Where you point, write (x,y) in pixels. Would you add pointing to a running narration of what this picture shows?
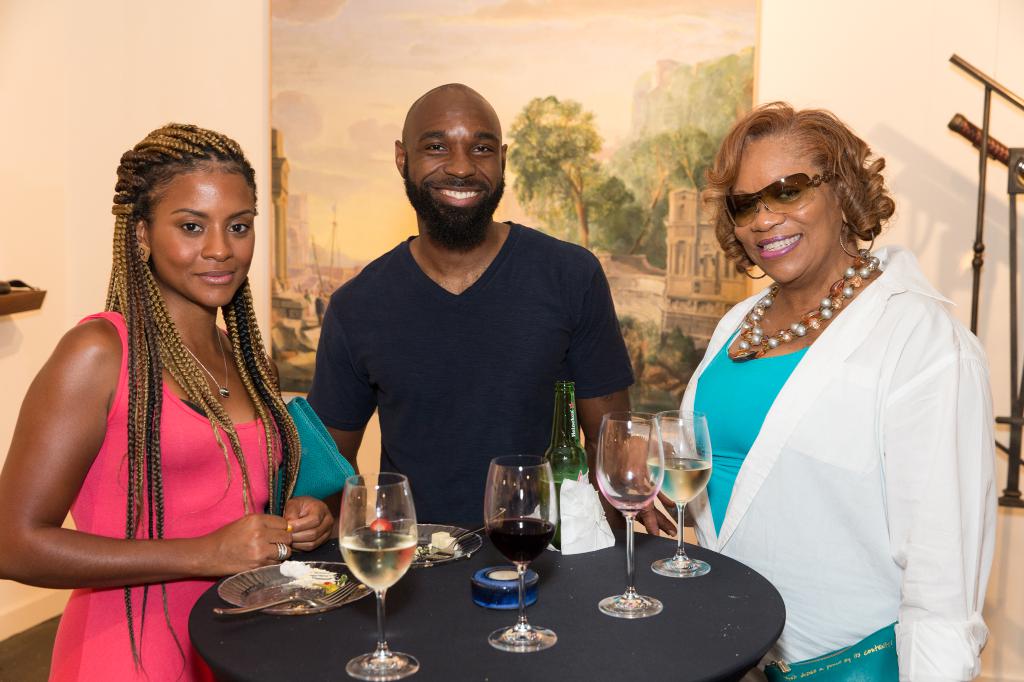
In this image, we can see people (776,392) standing and smiling and on the right (749,356), there is a lady (793,230) wearing glasses (782,207) and chains (768,342) and on the left (273,433), there is an other lady (238,428) holding a bag (311,450). At the bottom (649,475), there are glasses (631,504) with drinks (543,522) and we can see bottle (567,477), some plates (438,559) and forks (346,587) are on the table (582,649). In the background (491,70), there is a poster (589,53) on the wall (930,96) and we can see some stands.
